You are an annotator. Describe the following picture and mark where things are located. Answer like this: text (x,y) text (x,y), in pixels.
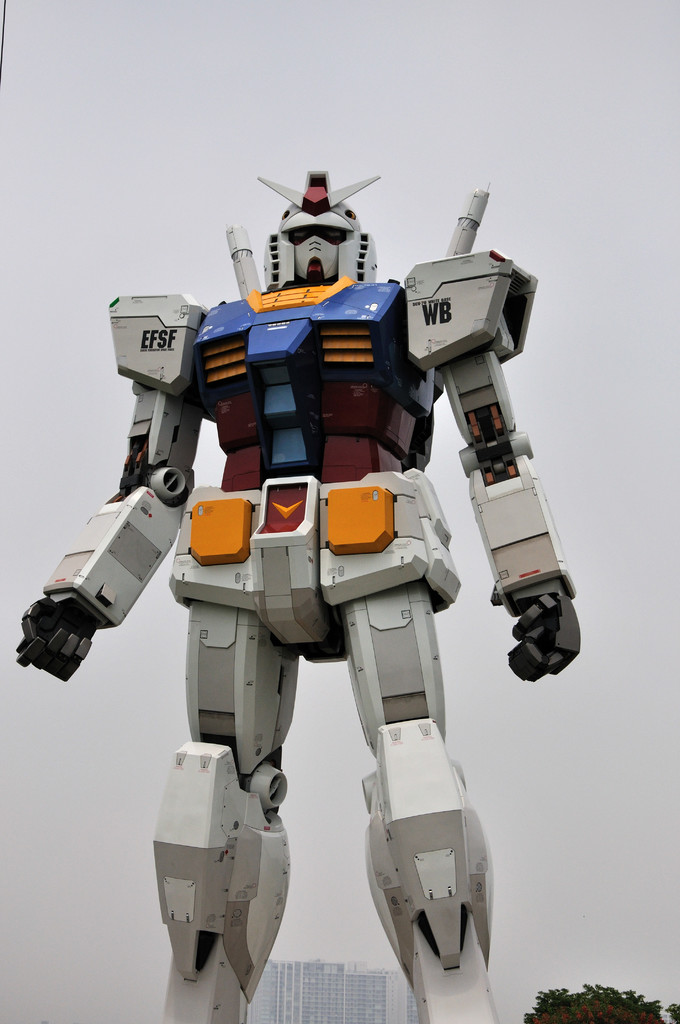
In this image I can see a robot (468,1010). Back I can see few trees (599,1006), buildings (323,991) and background (95,10) is in white color.
